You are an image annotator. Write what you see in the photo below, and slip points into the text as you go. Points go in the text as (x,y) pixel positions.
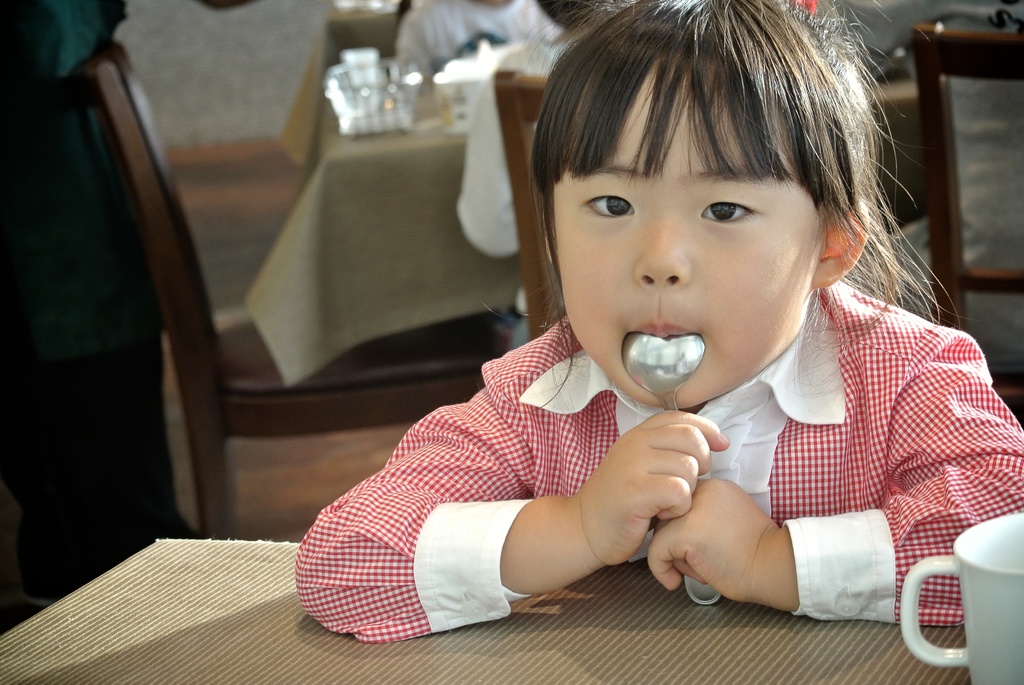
This image is clicked in a restaurant (330,463). There are tables (315,276) and chairs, on the tables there are mug (991,588) bowl (344,112). There is cloth (335,196) placed on that tables (442,252). There is a kid (715,564) sitting and she is putting spoon (673,406) in her mouth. She is wearing red and white dress (448,471).
